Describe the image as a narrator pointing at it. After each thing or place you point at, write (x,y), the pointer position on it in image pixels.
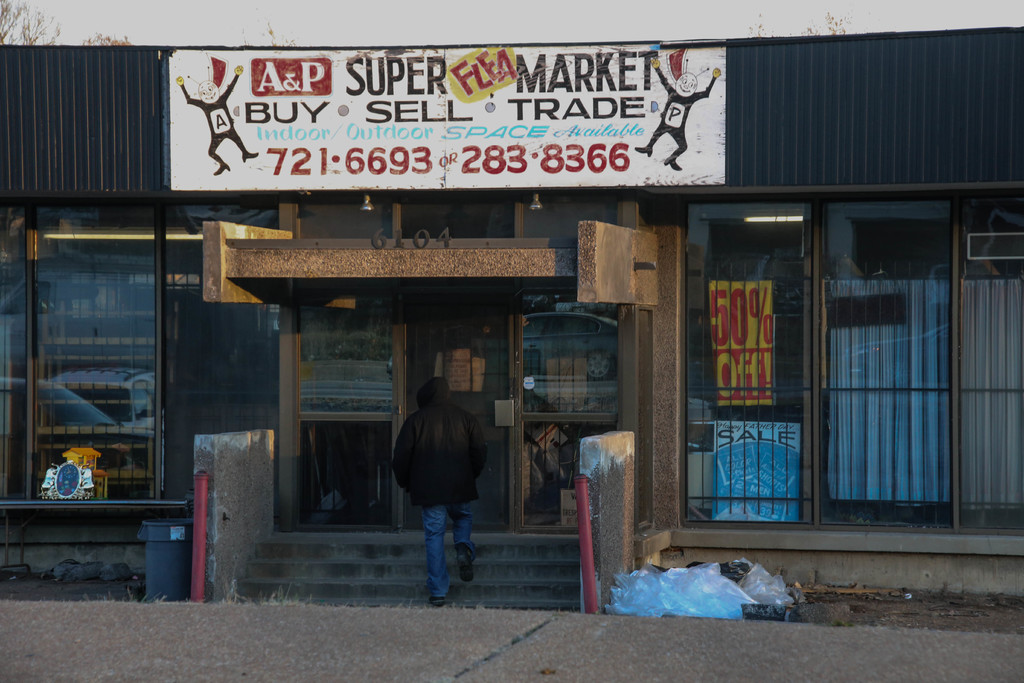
In this image we can see the entrance (518,404) to the supermarket (497,114). We can also see the glass windows (965,321), door (516,384), trash bin (175,552) and red color rods (198,543) and also covers (661,583) and stairs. We can also see a person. At the bottom (764,632) there is road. Sky (554,17) is also visible. We can also see the trees (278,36).
